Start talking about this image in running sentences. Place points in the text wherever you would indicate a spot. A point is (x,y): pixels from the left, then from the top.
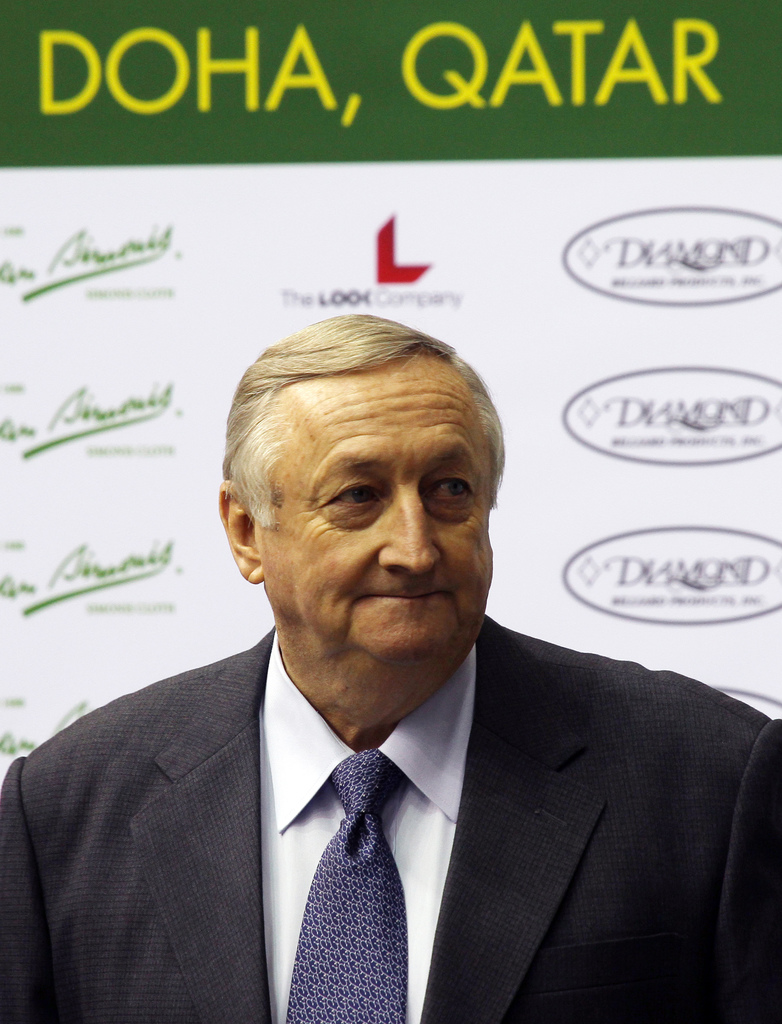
In this picture there is a old man (375,842) wearing black color coat (536,915) looking to the right side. Behind there is a white and green color banner (470,146) on which "Doha Qatar" is written.
